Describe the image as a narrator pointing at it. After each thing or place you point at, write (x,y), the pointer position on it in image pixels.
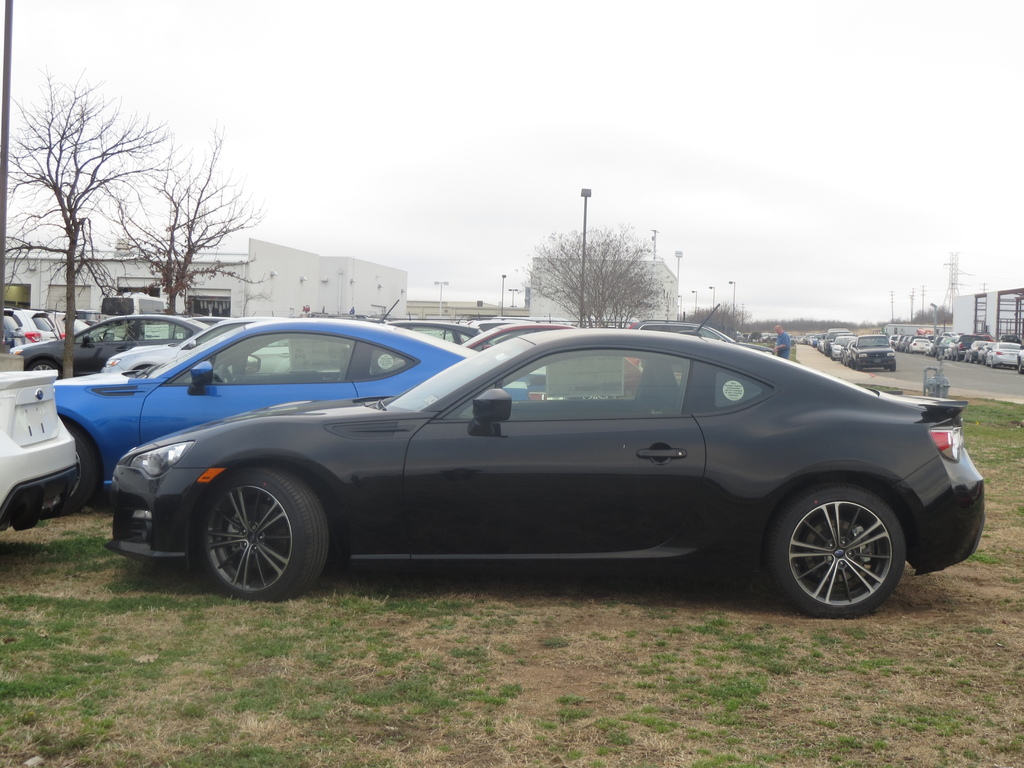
In this image there are cars (480,454) parked in a parking area (763,648), beside that there is a road (953,372), in the background (398,315) there are trees (544,288), houses (293,299) and a sky (737,118).
